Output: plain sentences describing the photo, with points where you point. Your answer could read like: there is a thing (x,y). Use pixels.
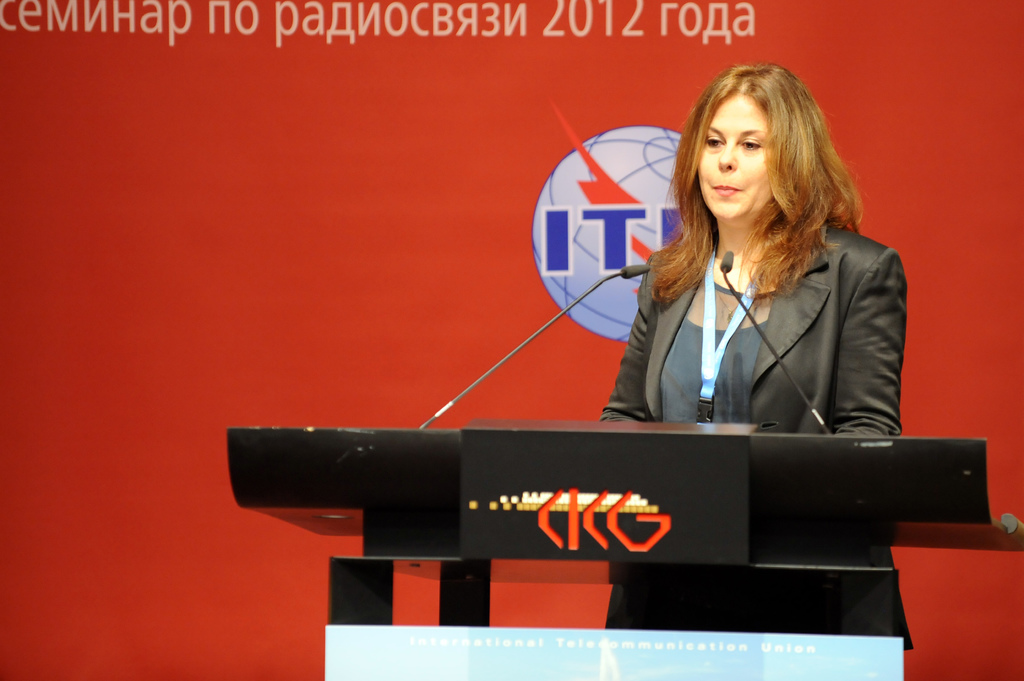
In this image we can see a lady (713,353) standing behind a podium (809,505) and there is a logo (545,529), some text (538,499) and two microphones (639,266) on it, behind her there is poster (600,19) which contains some text (87,27) and a logo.
